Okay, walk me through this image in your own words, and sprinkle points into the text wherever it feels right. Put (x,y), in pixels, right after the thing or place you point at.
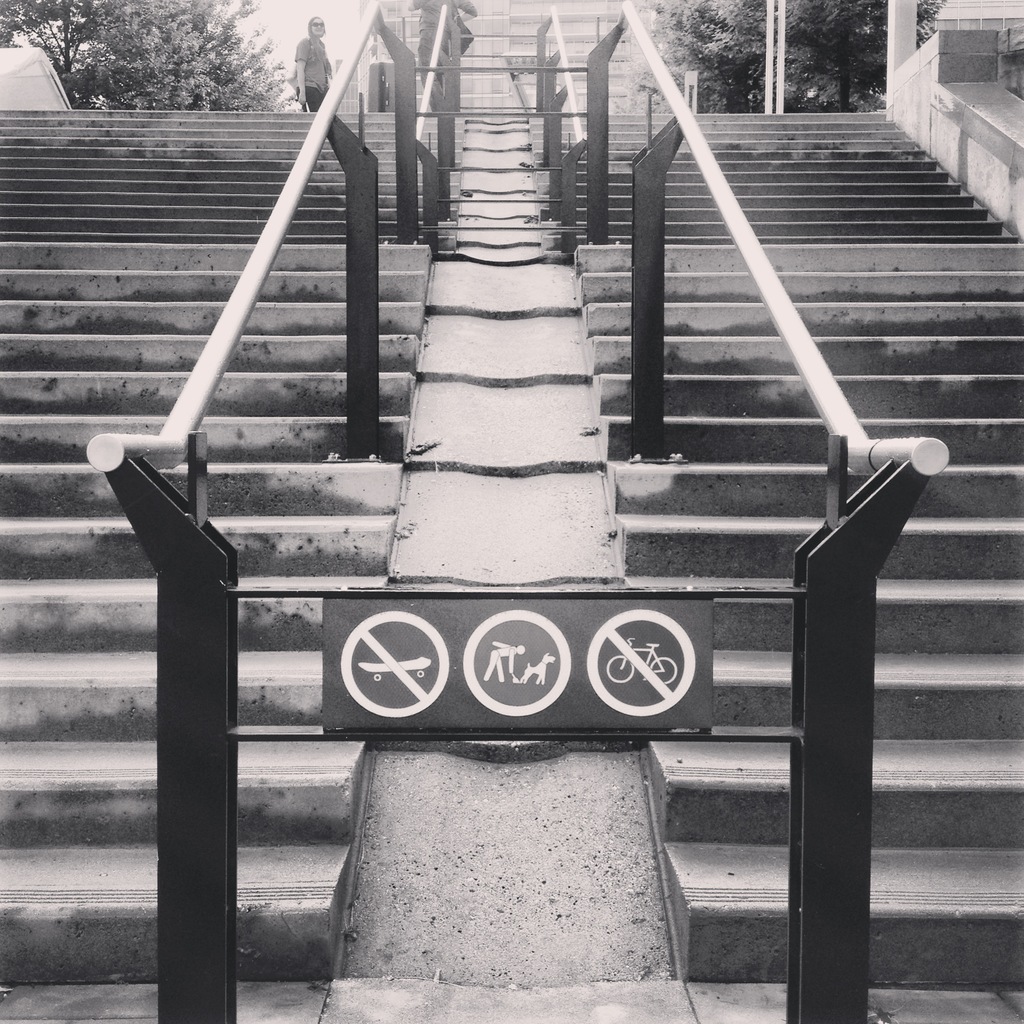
In the center of the image (508,620) there is a board (513,685). There are stairs (60,460). There is a metal fence (373,193). In the background of the image (322,54) there is a person (322,54). There are trees (675,33). There are buildings (585,33).
